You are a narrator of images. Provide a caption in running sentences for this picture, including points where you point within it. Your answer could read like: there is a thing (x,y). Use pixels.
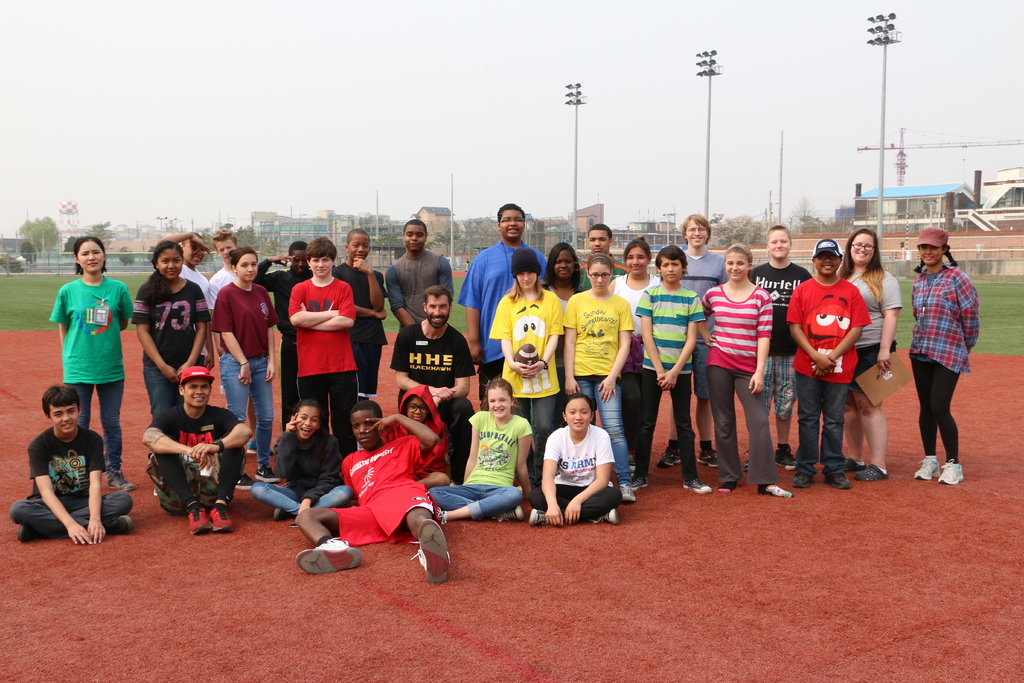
In this picture I can see few people (369,356) standing and few are sitting on the ground (276,365) and I can see flood lights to the poles (704,197) and I can see buildings (972,219), trees (25,250) and a cloudy sky (375,78) in the back (375,78).
